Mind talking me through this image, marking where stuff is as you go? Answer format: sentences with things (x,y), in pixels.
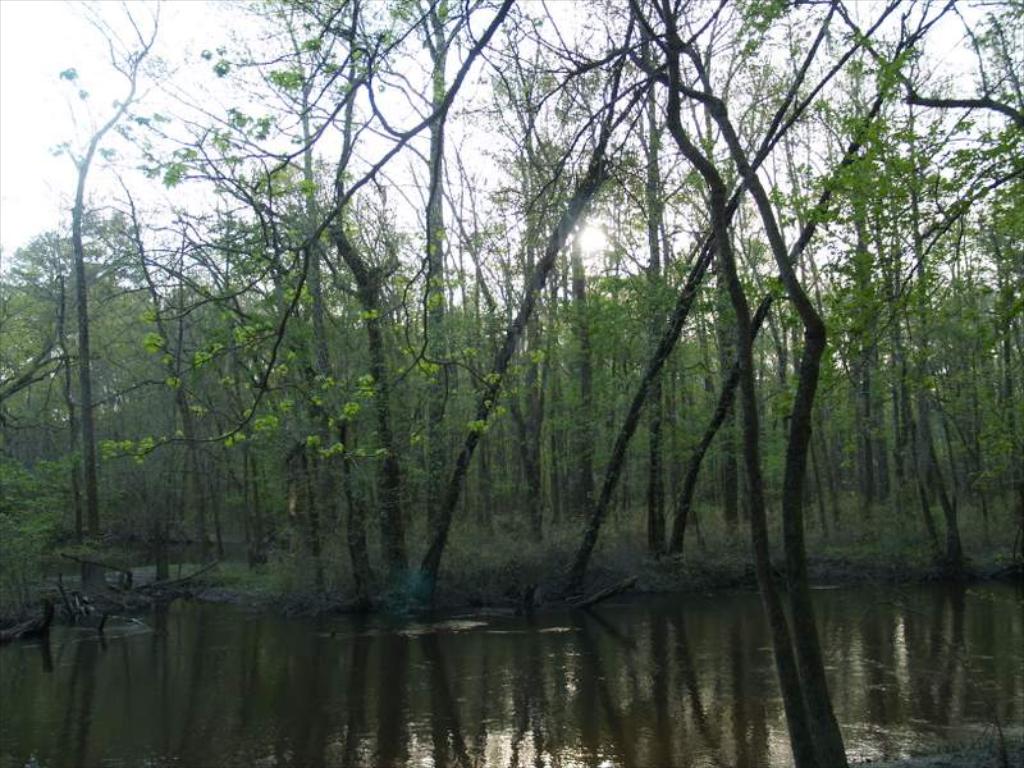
In the picture I can see some water (553,652), around there are so many trees (509,389).
